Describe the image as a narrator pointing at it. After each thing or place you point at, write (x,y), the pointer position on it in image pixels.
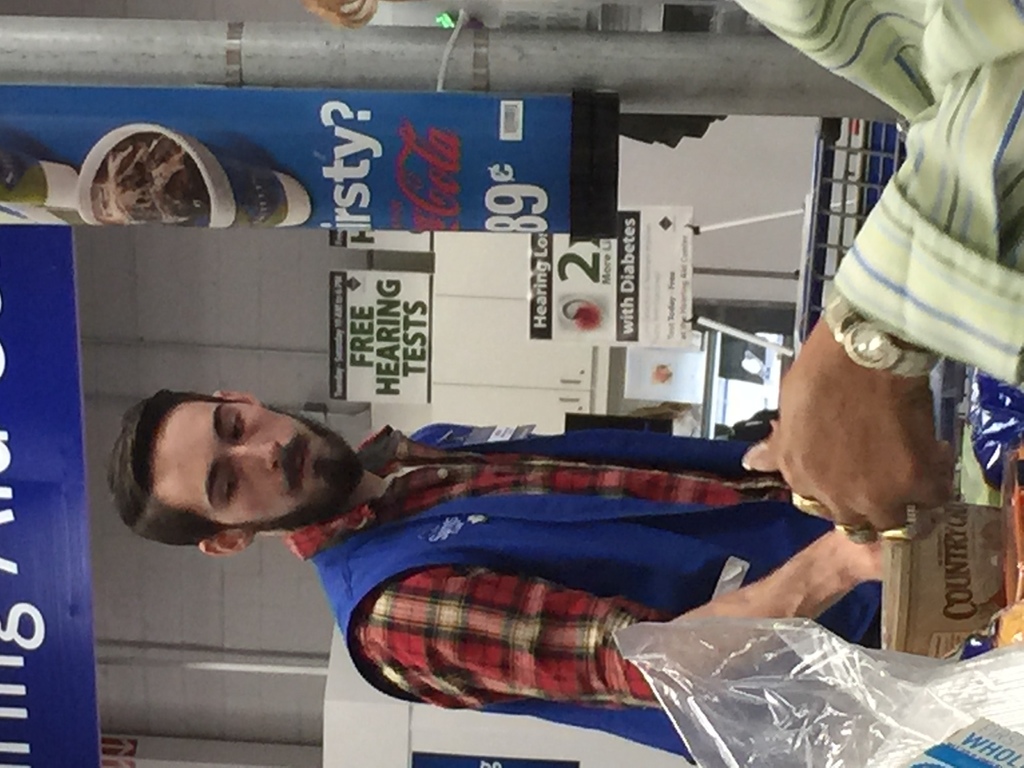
In this image a person (499,572) wearing a blue jacket (359,564) is standing beside a table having box (912,593) and cover (950,735) on it. Right side (796,9) there is a person (895,231) wearing a shirt (903,304) and watch (856,354). Behind them there are few posters (584,242) beside the pole (502,60).
